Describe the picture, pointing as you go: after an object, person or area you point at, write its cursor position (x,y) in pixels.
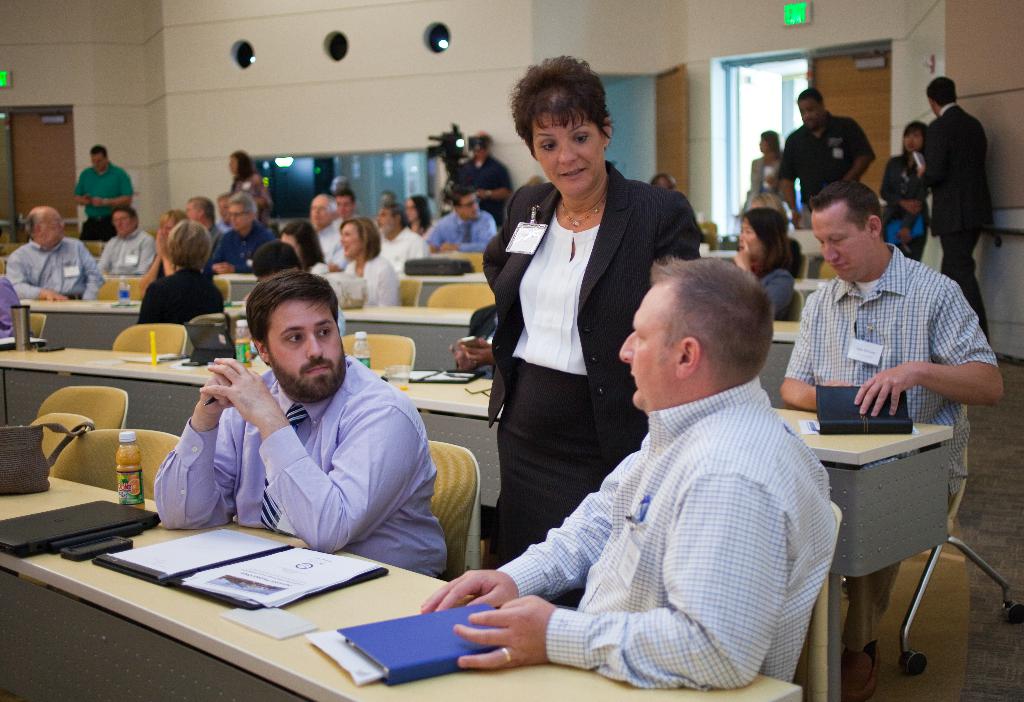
In this image there are group of people (480,358) sitting on the chair (463,508). On the table (370,610) there is a file (256,549), bottle (127,484), bag (33,482). At the background (440,152) we can see a camera (456,168).
